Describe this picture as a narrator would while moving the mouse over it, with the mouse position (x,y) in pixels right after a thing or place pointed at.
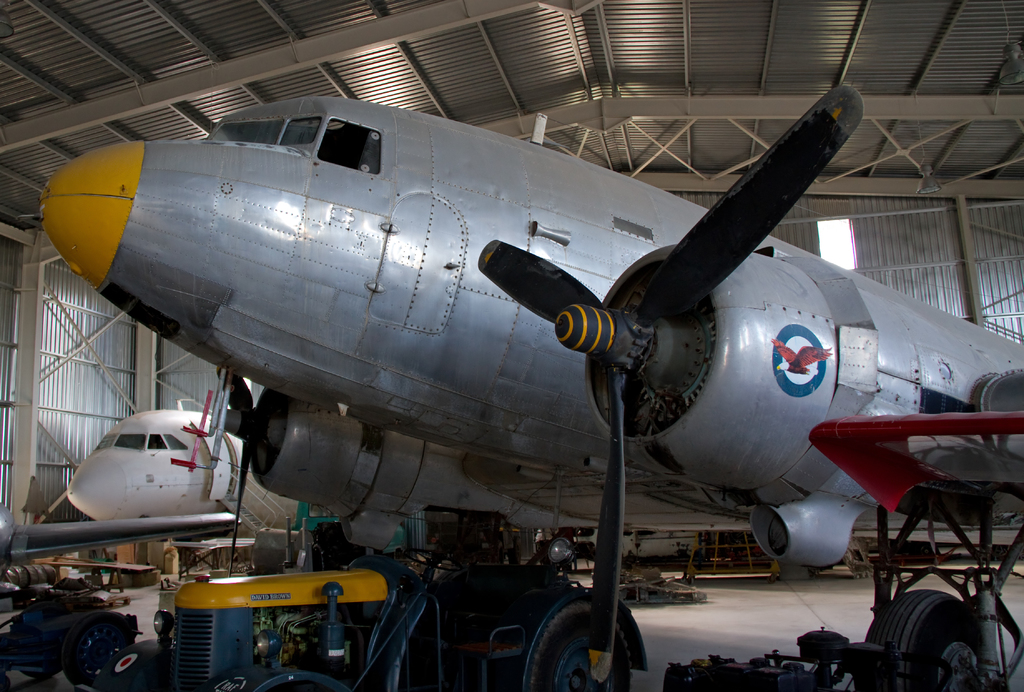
This image is clicked inside a metal shed (439,56). There are airplanes (412,379) in the shed (626,41). There are machines (358,606) and many objects (815,650) on the floor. There is a picture (806,362) of an eagle (806,362) on the airplane (779,370).
